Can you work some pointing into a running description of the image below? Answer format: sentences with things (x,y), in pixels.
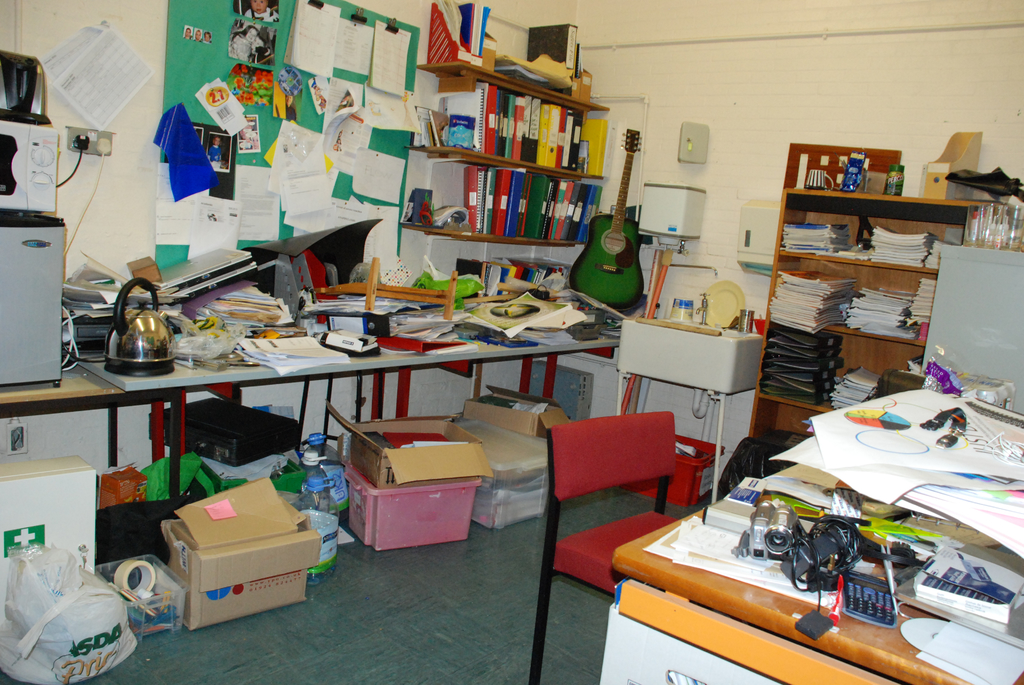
This picture shows couple of tables (765,640) and we see papers (768,565) on both the tables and we see couple of bookshelves (460,233) with books (529,33) and we see a guitar (583,255) on the side and we see few papers (356,62) on the notice board (368,182) and a microwave oven (21,133) and a water boiler (106,345) and we see few boxes (243,502) and water bottles (320,483) on the floor (362,676) and we see a chair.
